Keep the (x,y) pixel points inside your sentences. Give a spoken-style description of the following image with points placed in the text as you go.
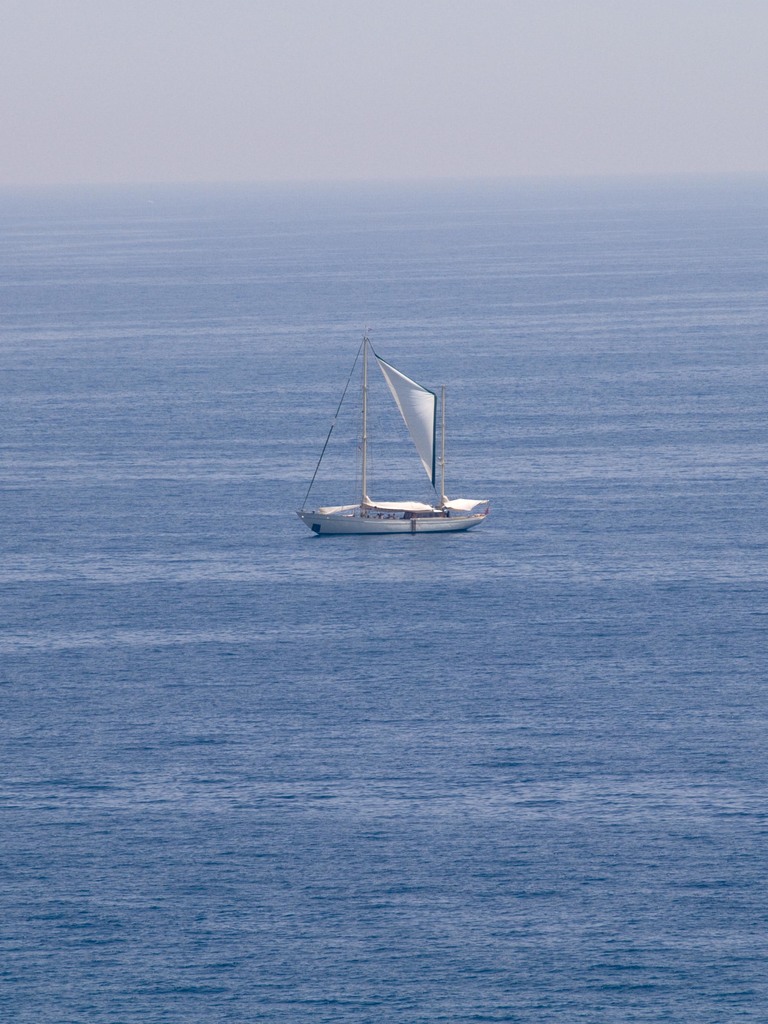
This picture is clicked outside the city. In the center (380,518) we can see a sailboat (452,506) which seems to be in the water body (545,611). In the background (462,99) we can see the sky (345,112).
